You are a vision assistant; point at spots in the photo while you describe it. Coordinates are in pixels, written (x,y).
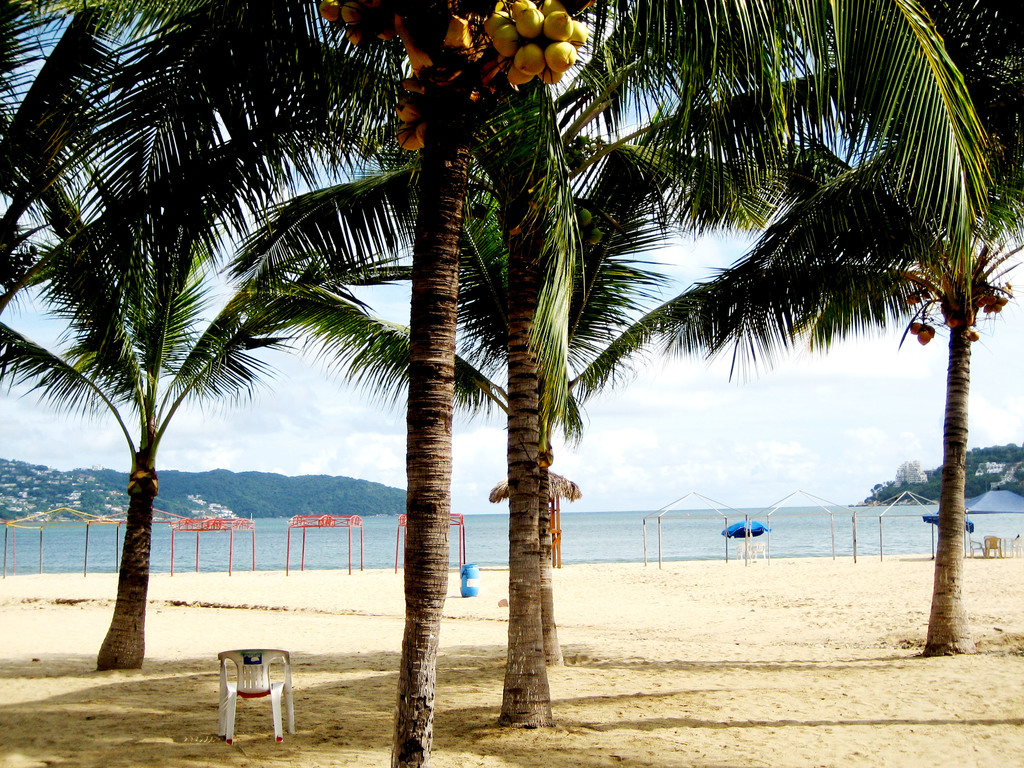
In this image, we can see trees (918,241), chairs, sand (753,705), sheds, barrel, umbrella (966,520) and coconuts (493,14). In the background (587,542), we can see the sky (767,445), water (620,531) and hills (54,484).
